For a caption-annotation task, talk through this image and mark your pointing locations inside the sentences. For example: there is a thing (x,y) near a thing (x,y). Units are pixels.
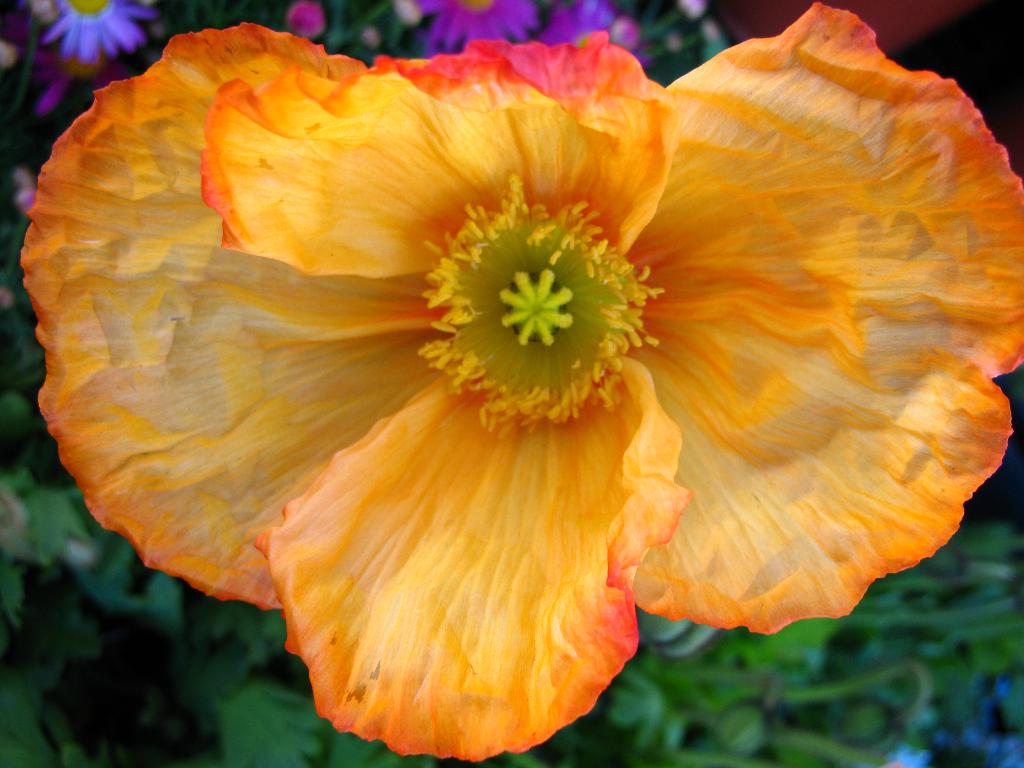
In this image we can see a flower (546,252) and there are few plants (853,646) and flowers (109,27) in the background (543,22).
